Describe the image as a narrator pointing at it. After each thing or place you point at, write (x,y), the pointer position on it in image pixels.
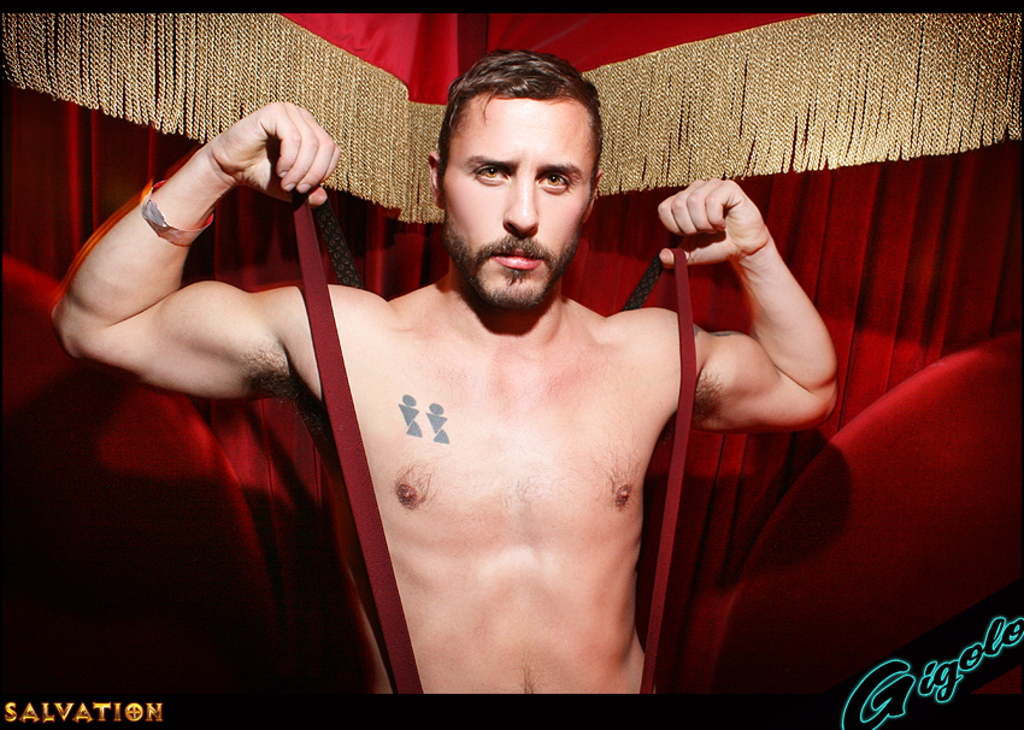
In this image we can see a man (541,393) standing. In the background (931,245) there is a curtain (332,97) which is in red color.
